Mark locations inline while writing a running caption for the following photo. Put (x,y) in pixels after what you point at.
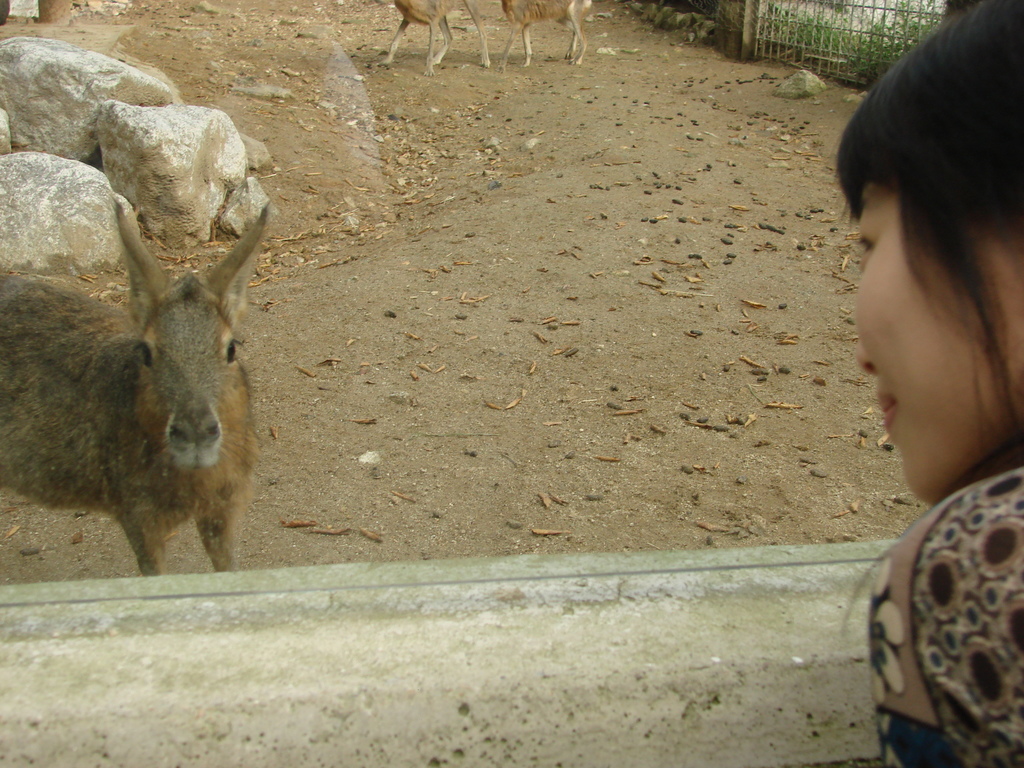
In this image we can see some animals (408,1) on the ground (301,448). On the left side of the image (25,141) we can see rocks (213,142). On the right side of the image (985,385) we can see a woman (987,605) standing. At the top of the image (807,38) we can see a fence (841,36) and some plants (830,43).
